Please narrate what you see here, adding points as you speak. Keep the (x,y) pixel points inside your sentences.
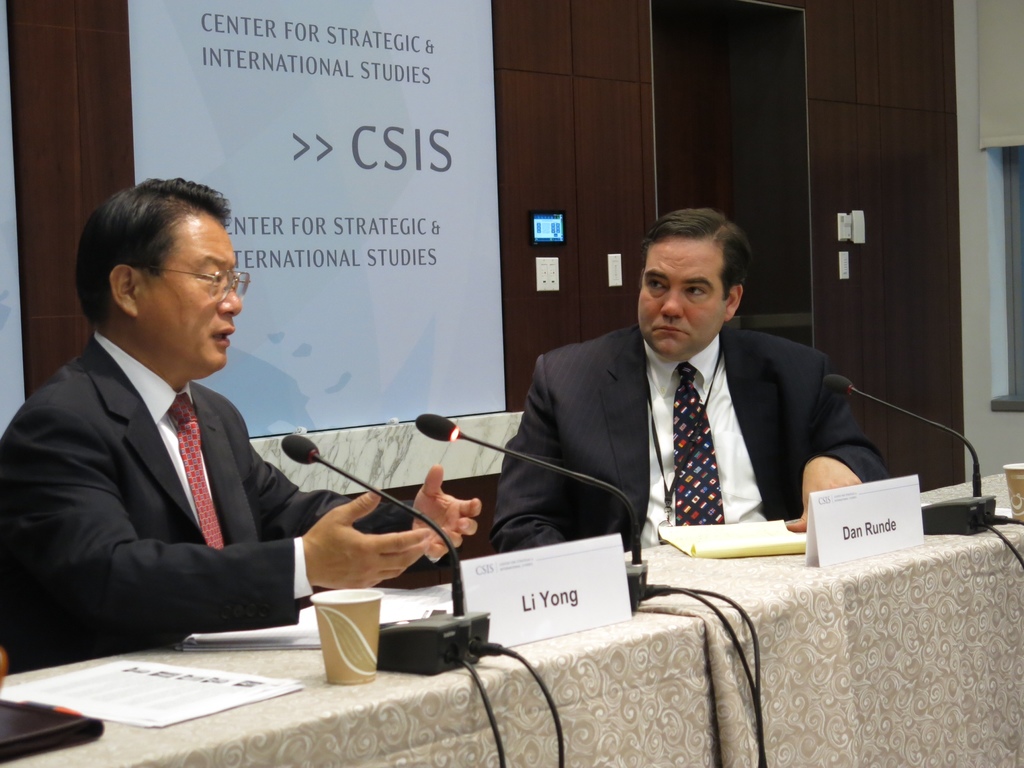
In this image we can see there are two persons (796,370) sitting in front of the table (712,569). We can see there are microphones (635,518), cups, boards (609,563) with text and a few objects (678,542). In the background (355,84), we can see the screen (362,119) with text (295,140) and wood wall (546,84) with sockets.
